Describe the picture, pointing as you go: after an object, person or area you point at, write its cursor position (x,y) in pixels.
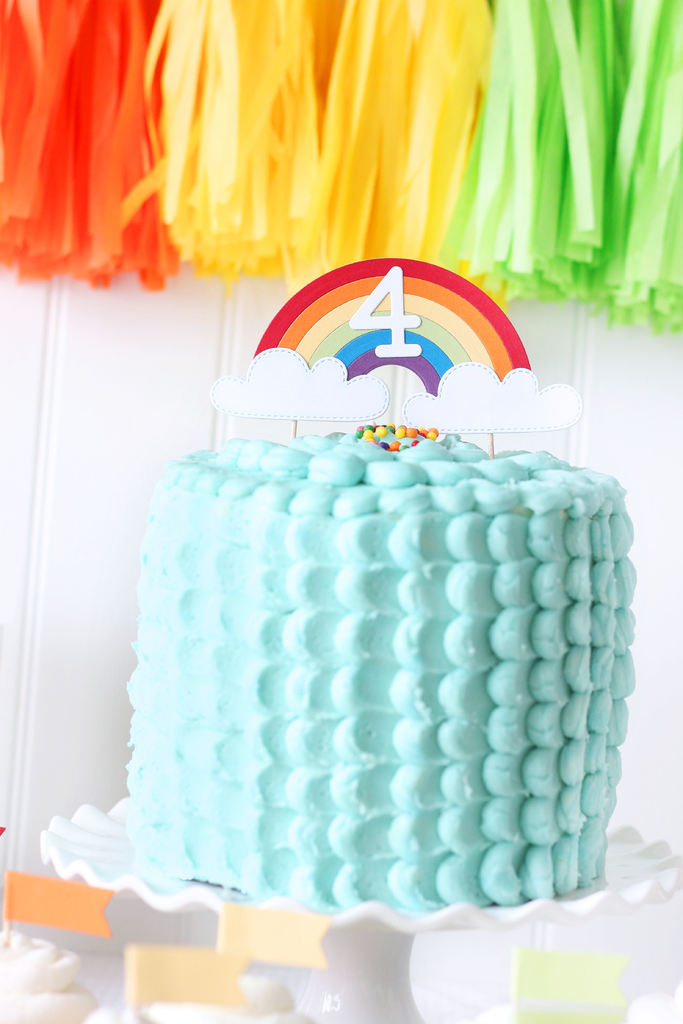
At the bottom of the image (372,962) there is a white plate (177,896) with a cake (358,598) on it. And the cake (465,660) is having blue cream (374,626). And on the top of the cake (449,467) there are toy clouds (364,383) with rainbow (413,342). And on the rainbow (390,307) there is number four (389,325). At the top of the image (337,121) there are decorative papers (309,122) in orange, yellow and green color.
